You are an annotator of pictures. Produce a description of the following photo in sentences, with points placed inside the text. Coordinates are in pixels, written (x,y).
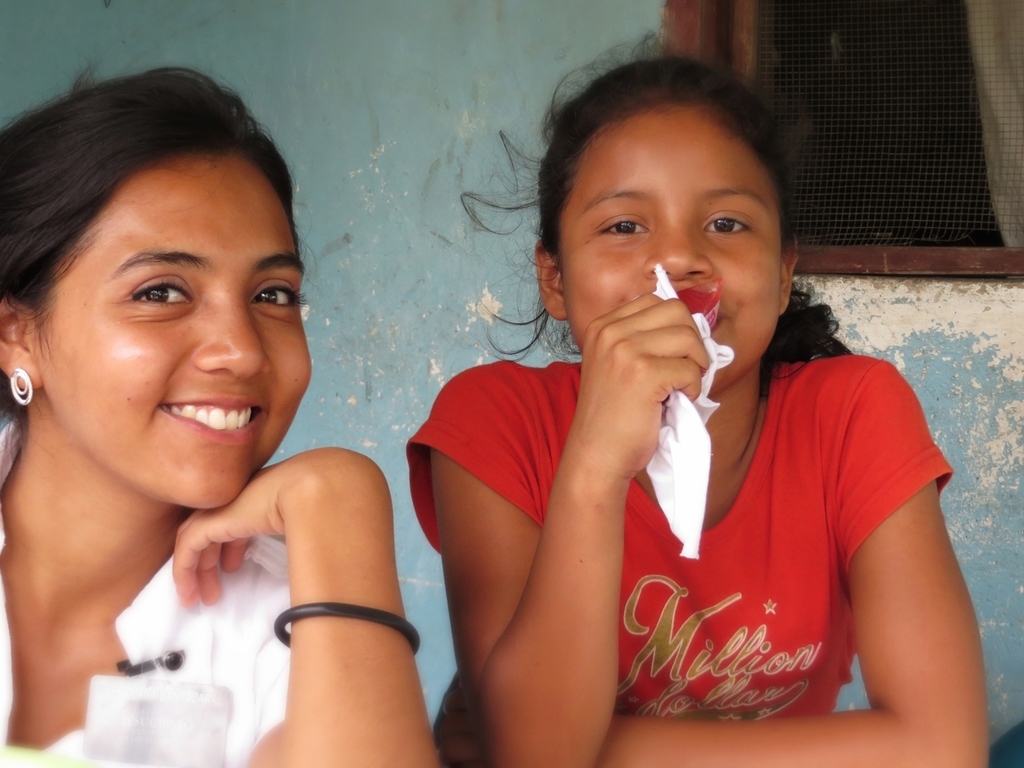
In the picture I can see two girls (697,349). There is a girl (834,406) on the right side (760,322) wearing a red color T-shirt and she is holding an ice block (686,296) in her right hand (680,382). I can see another girl (294,357) on the left side (180,276) and she is smiling. I can see a grill window (952,145) on the top right side of the picture (875,105).
